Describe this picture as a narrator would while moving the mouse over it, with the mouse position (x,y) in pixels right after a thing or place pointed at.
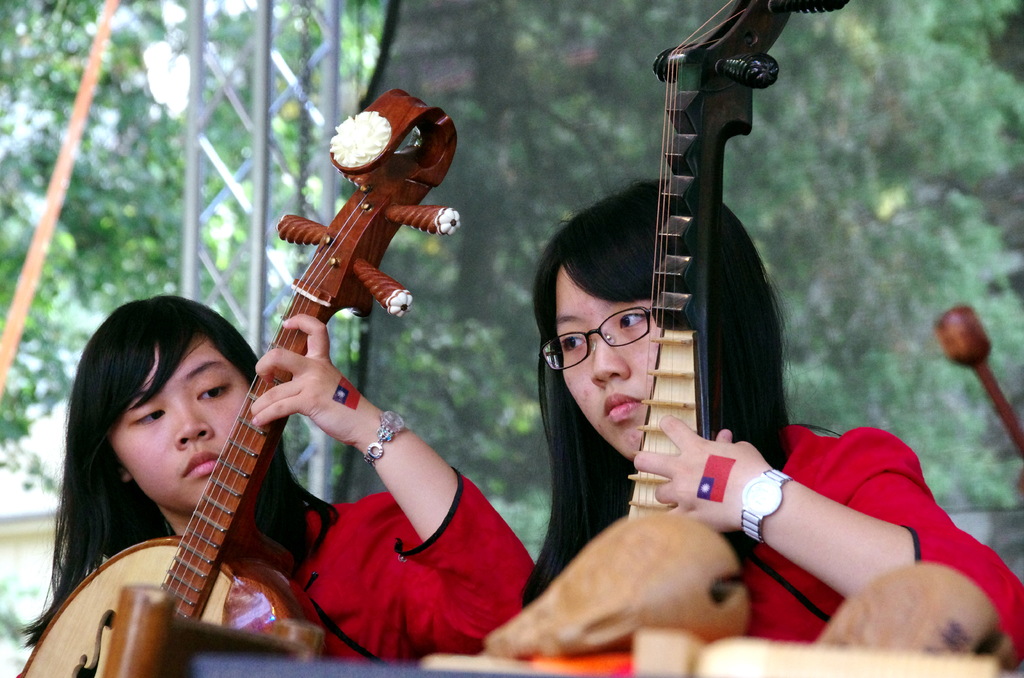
As we can see in a picture there are two girls (424,504) who are holding a string instrument (209,510) their hand (697,492). Right side woman (795,518) is wearing a watch (766,511) and a spectacles (549,363).
